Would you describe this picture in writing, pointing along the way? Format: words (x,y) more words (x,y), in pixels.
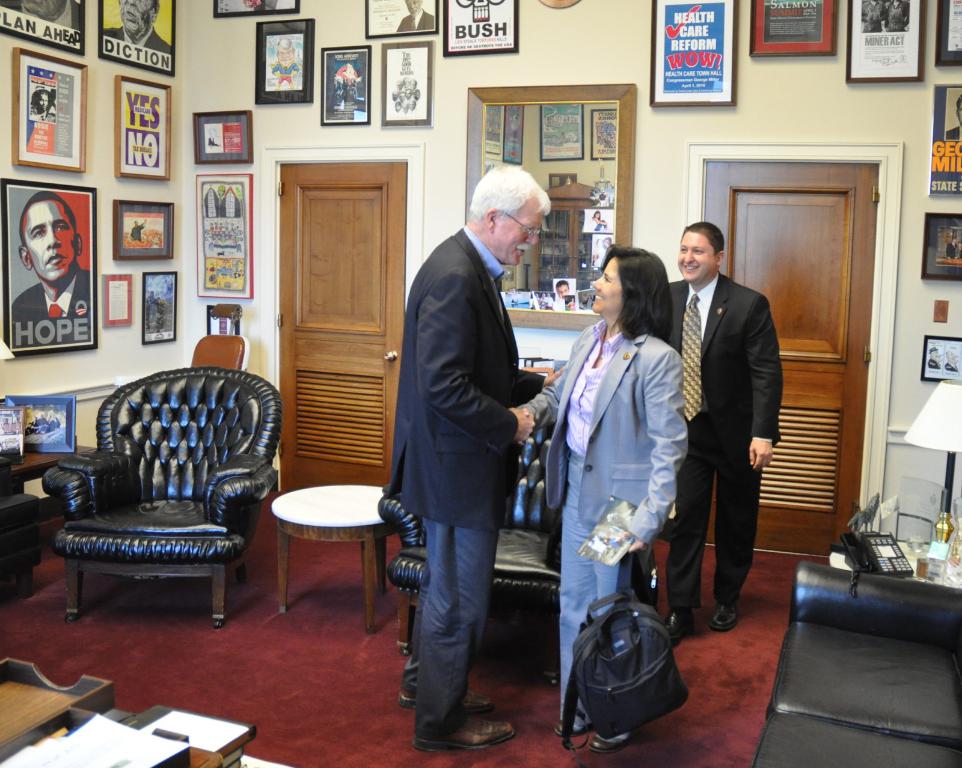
There is a person (487,402) standing and wishing to the other woman (622,389) as she is holding the backpack (624,652) in her hand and shaking their hands (519,416) together and the other person (674,302) standing at the back of the woman (626,271) and smiling to those persons (658,293). There are two doors (759,237) in the background (554,156) and a mirror (548,124) hanging over in the background (586,135) in the picture. There are some posters (463,29) and wall picture frames (273,76) on the wall (91,26) in the left side of the picture (51,142). There is a chair (200,438) and centre table (329,513) on the floor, the centre table (364,525) is white in color and chair (526,506) is black in color. There is a sofa (848,648) in the right corner of the picture (858,657) and beside the sofa (896,609) there is a corner table (925,566) holding a telephone (887,565) and a lamp holder (950,461) and there are some books (155,721) in the left corner of the picture (130,740).
